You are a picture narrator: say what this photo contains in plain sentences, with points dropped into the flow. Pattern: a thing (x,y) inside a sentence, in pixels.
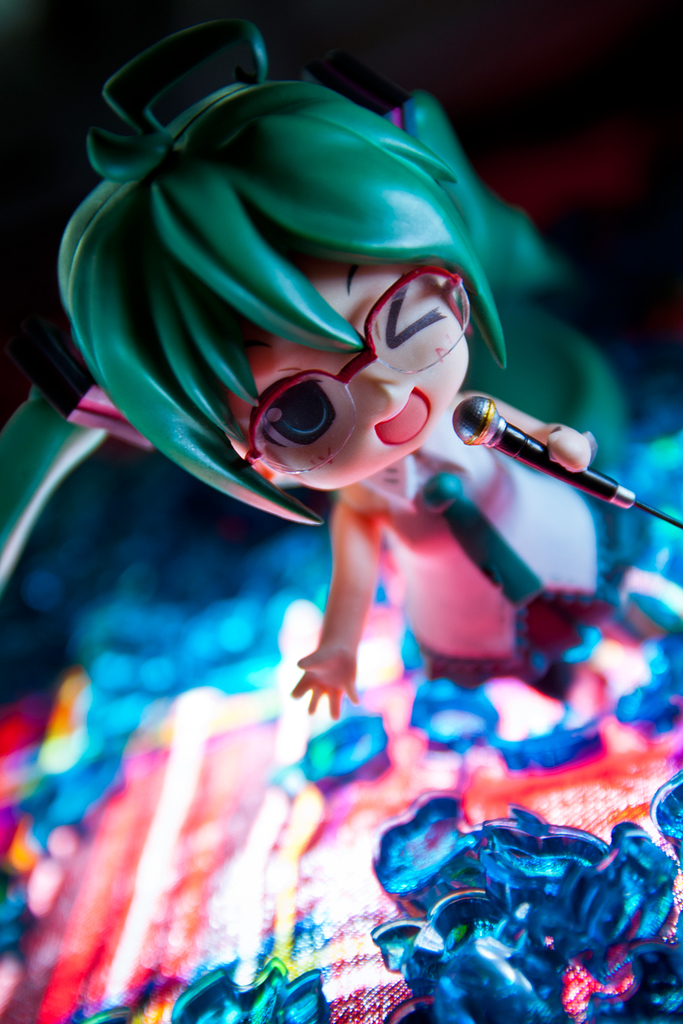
In this picture I can see a toy (430,556), there are some objects (635,910), and there is blur background (673,24).
